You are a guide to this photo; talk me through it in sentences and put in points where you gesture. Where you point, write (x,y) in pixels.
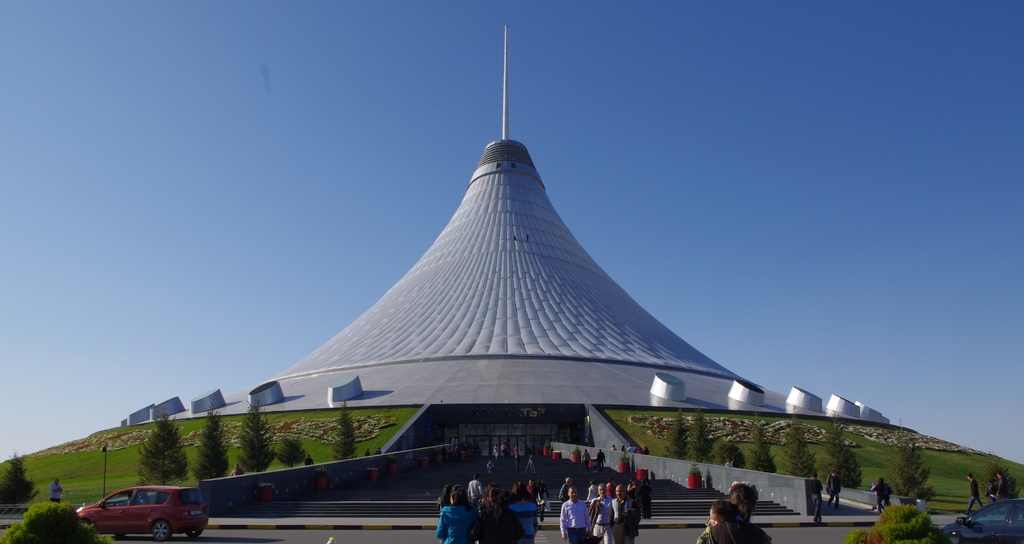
This looks like an architectural building (674,373). I can see the trees (904,480). There are groups of people (529,486) walking. These are the stairs (471,471). I can see flower pots (269,494) with plants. Here is a car (160,499). These are the bushes (72,530). At the right corner of the image (962,522), I can see another car (1001,523), which is black in color.
